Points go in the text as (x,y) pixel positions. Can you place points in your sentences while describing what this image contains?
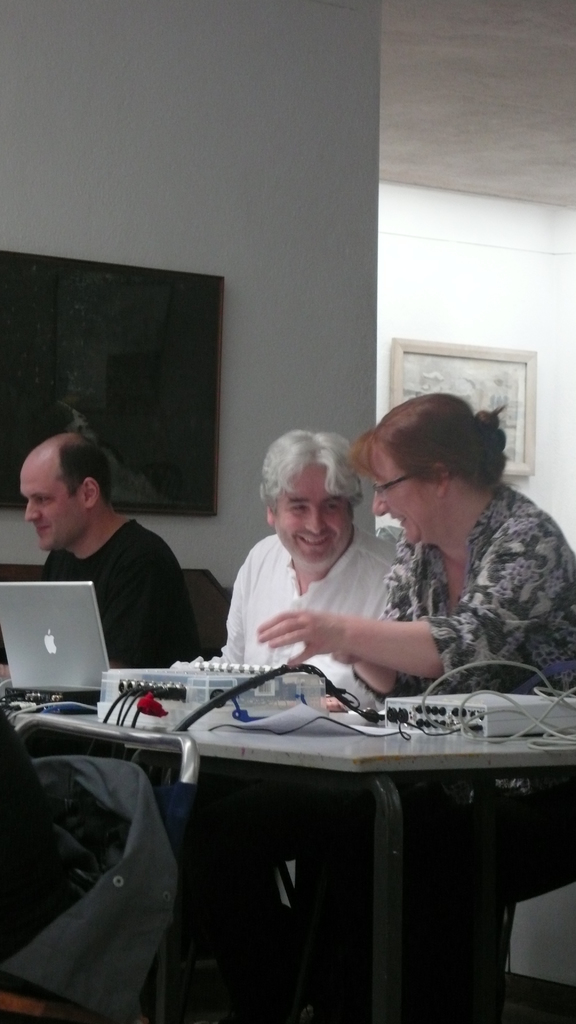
In this picture we can see three persons (371,597) are sitting on chairs (199,587) in front of a table (253,753), there is a laptop (91,679), a plastic box (178,687) and an electronic thing (504,713) present on the table (234,732), at the left bottom (161,974) there is a chair (162,942), we can see a cloth (149,963) on the chair (166,946), in the background (276,253) we can see a wall (482,269), there is a photo frame (505,373) on the wall (563,430), it looks like a screen (166,374) on the left side (158,381).
